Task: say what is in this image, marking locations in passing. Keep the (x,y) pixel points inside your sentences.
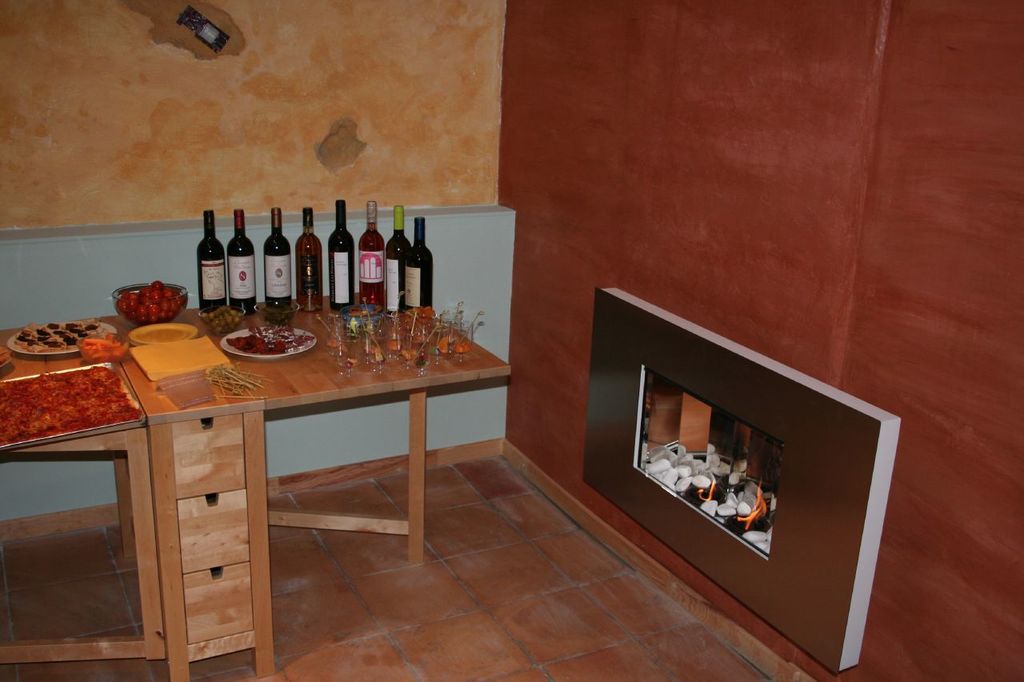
In this image I can see wine bottles (228,289), food items (280,306) and some other objects (183,384) on a wooden table (199,518). There are walls (581,245) and there is a fireplace (734,482).
